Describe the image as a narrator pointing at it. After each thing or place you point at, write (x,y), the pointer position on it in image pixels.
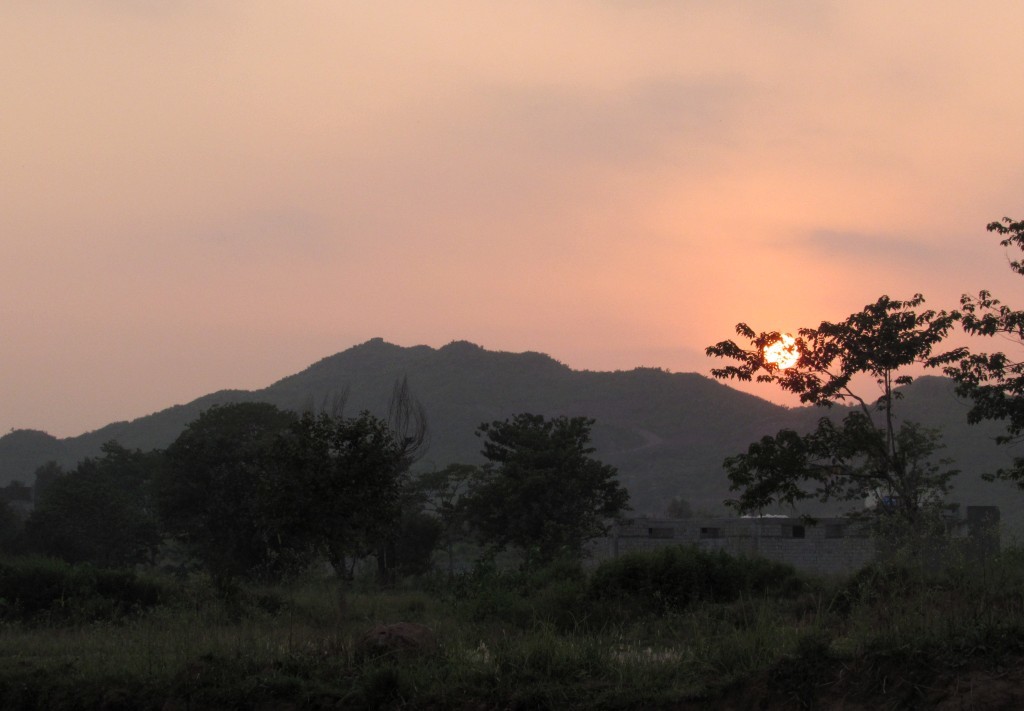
In this image there are trees (410,562) and a house (799,549), in the background of the image (612,410) there are mountains (605,398), on the right of the image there is sun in the sky (486,279).
